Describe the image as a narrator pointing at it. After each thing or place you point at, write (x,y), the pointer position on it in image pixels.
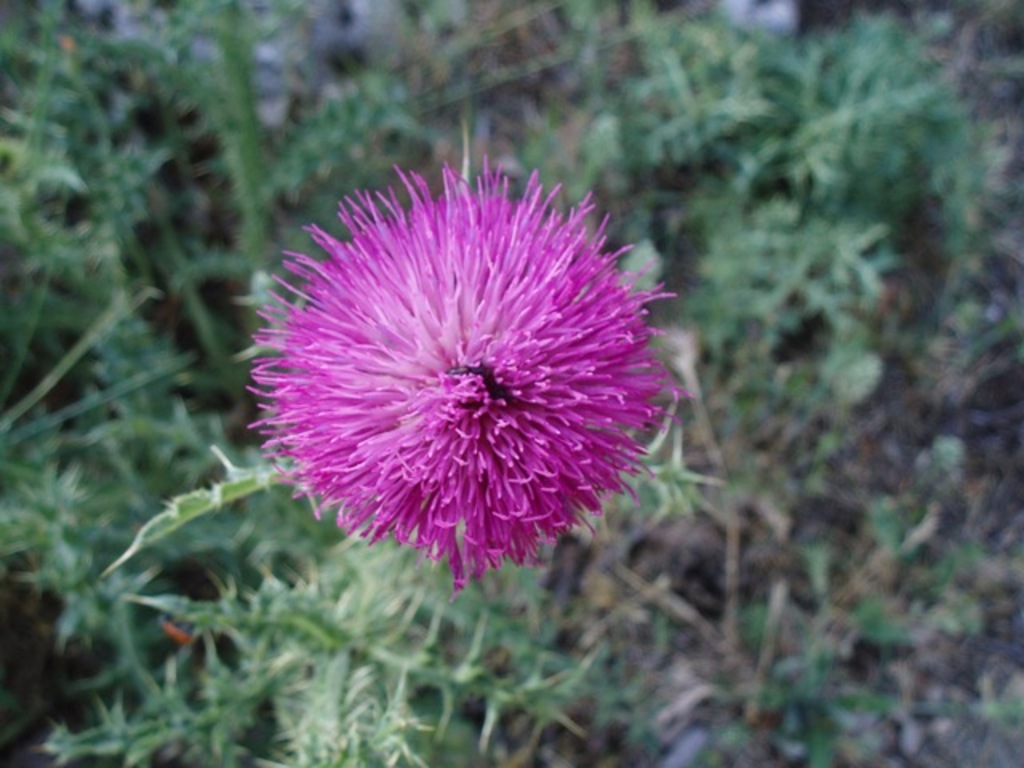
In this image there is a beautiful flower (578,331), in the background (511,175) it is blurred.
